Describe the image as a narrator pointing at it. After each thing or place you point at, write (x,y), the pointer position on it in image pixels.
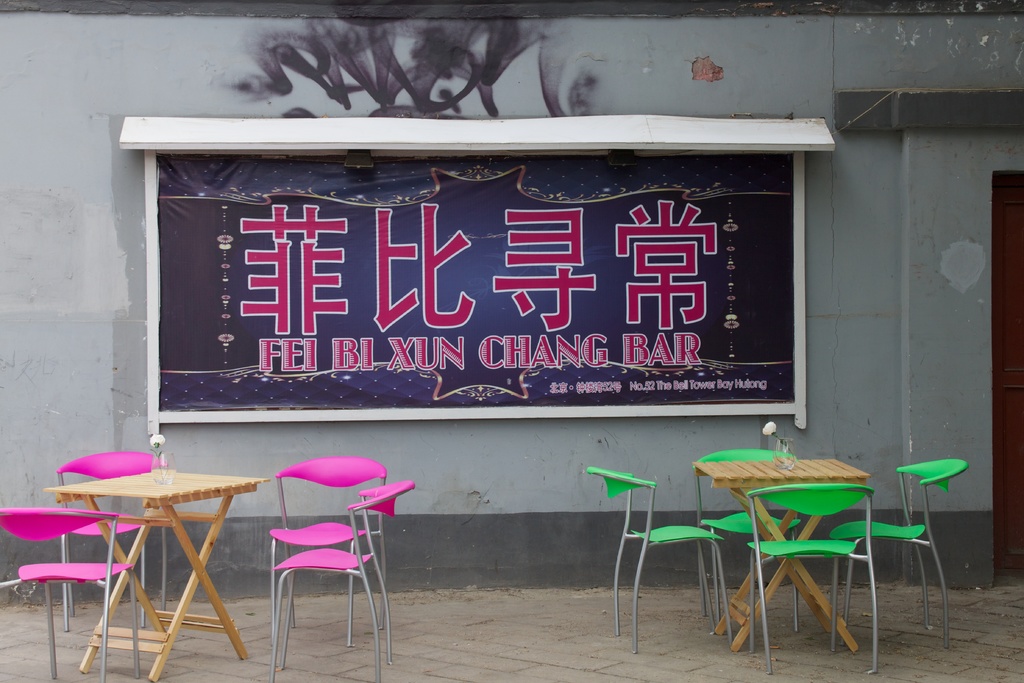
Here I can see two tables (205,567) and few chairs (106,567) are placed on the ground (475,641). In the background (543,344) there is a board (431,242) attached to the wall (62,229). On the board (501,291), I can see some text (566,307). On the right side (1005,315) there is a door (1004,299).
